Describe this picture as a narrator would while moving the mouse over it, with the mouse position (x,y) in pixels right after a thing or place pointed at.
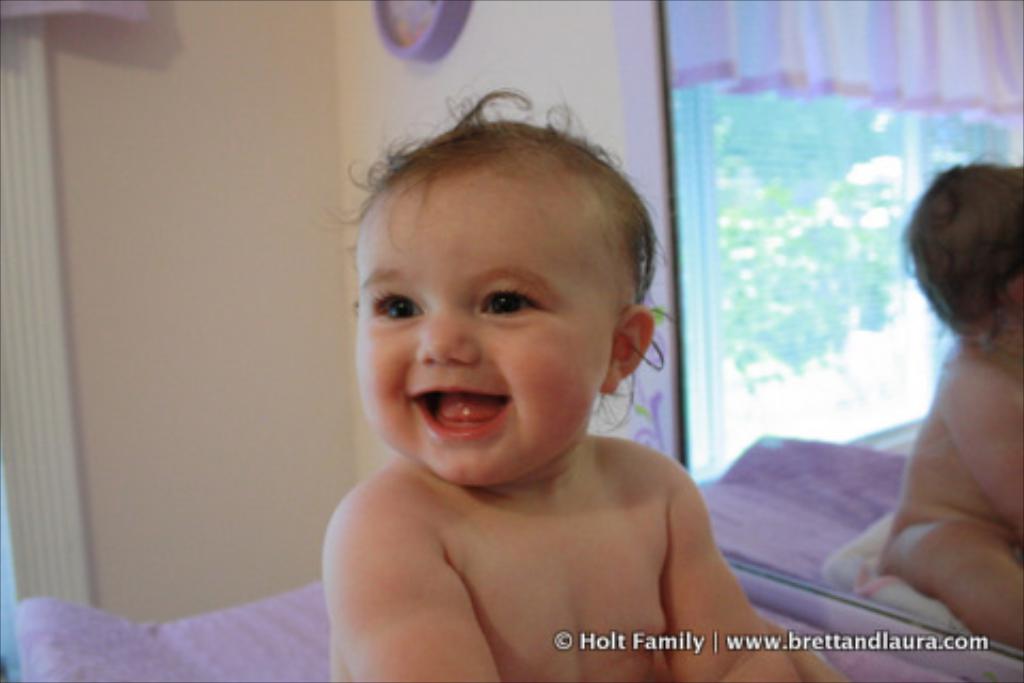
In the picture I can see a child (520,611) is sitting on the violet color surface (274,666). In the background (176,334), I can see the wall (300,342) and I can see the mirror (828,382) in which we can see the reflection (803,442) of the curtains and glass windows (859,198) through which I can see trees (763,292). Here I can see the watermark (965,638) at the bottom of the image (573,636).
